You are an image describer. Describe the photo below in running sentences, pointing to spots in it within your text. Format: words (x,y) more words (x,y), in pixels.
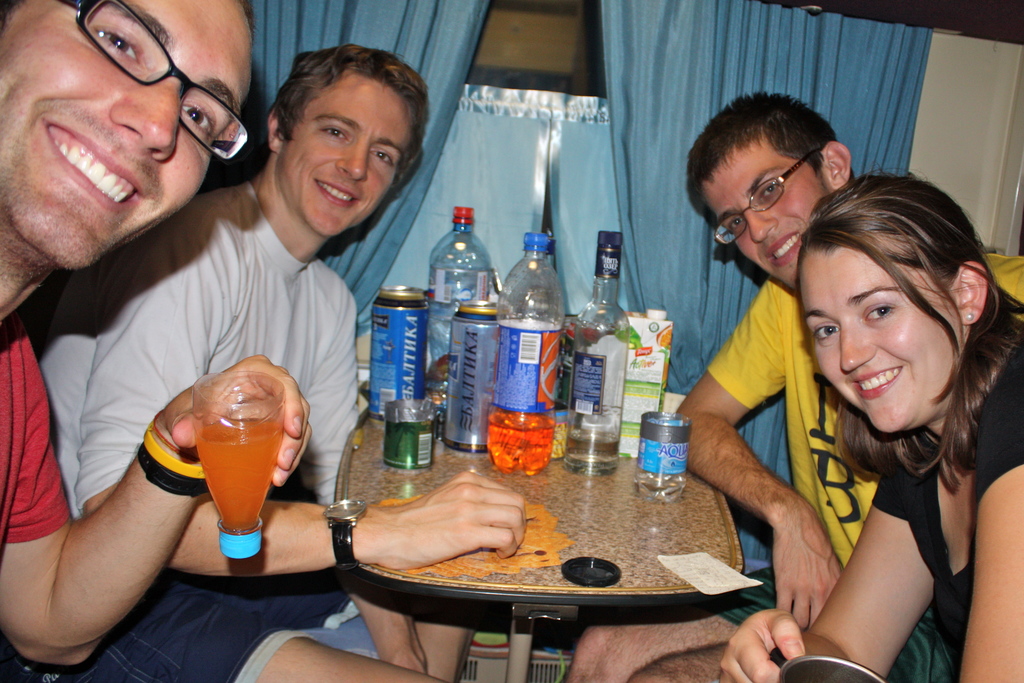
In this picture we can see three men (749,162) and one woman (862,553) sitting on chair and smiling and in front of them there is table (721,509) and on table (710,517) we can see bottles (540,338), boxes (639,416), tin (395,409), paper (676,560) and here man (121,193) holding glass (221,476) in his hand (191,405) and in background (358,326) we can see curtains (687,60).
